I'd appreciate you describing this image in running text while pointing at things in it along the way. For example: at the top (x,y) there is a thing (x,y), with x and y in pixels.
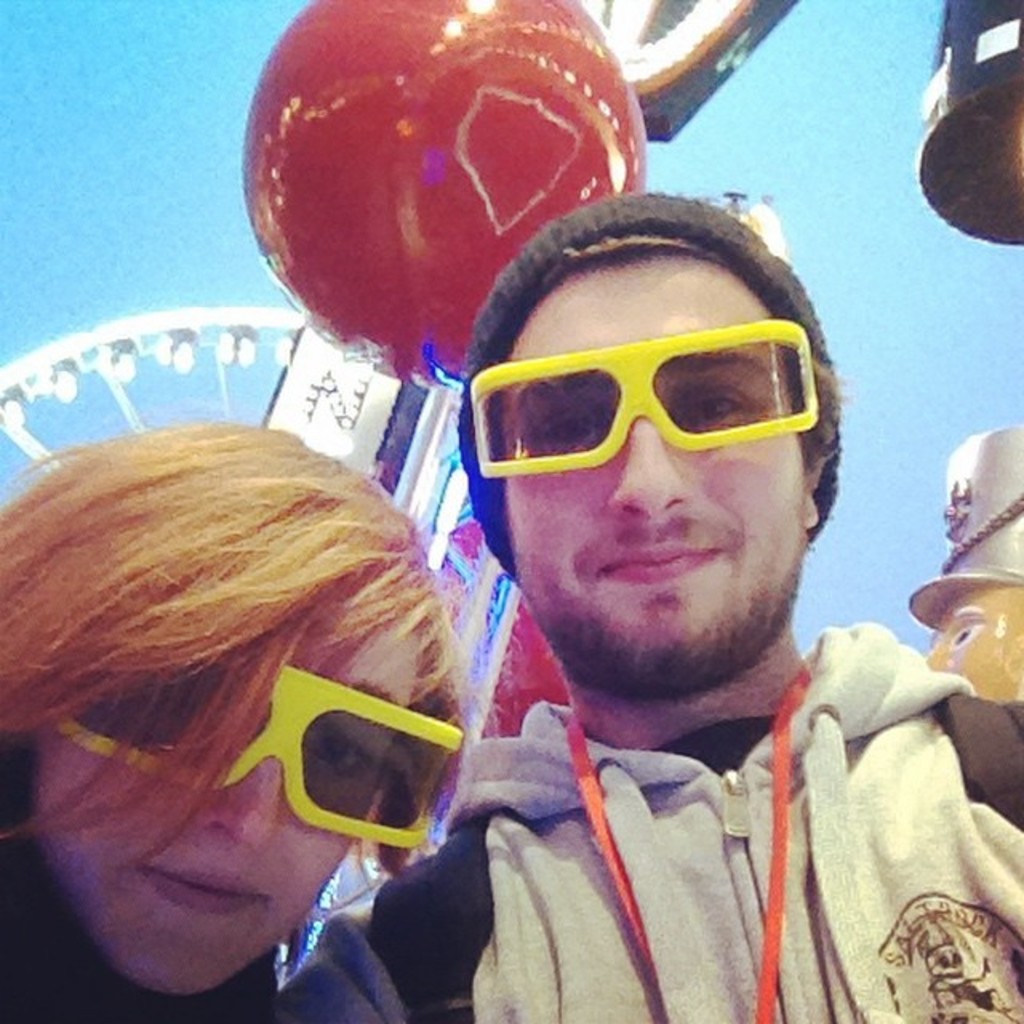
In the center of the image (565,623) we can see two persons (668,887) are wearing glasses (167,736). And the right side person (779,635) is wearing a hat (656,212) and he is smiling. In the background (657,193), we can see the sky (781,135), one balloon (615,121) and a few other objects (997,121).
